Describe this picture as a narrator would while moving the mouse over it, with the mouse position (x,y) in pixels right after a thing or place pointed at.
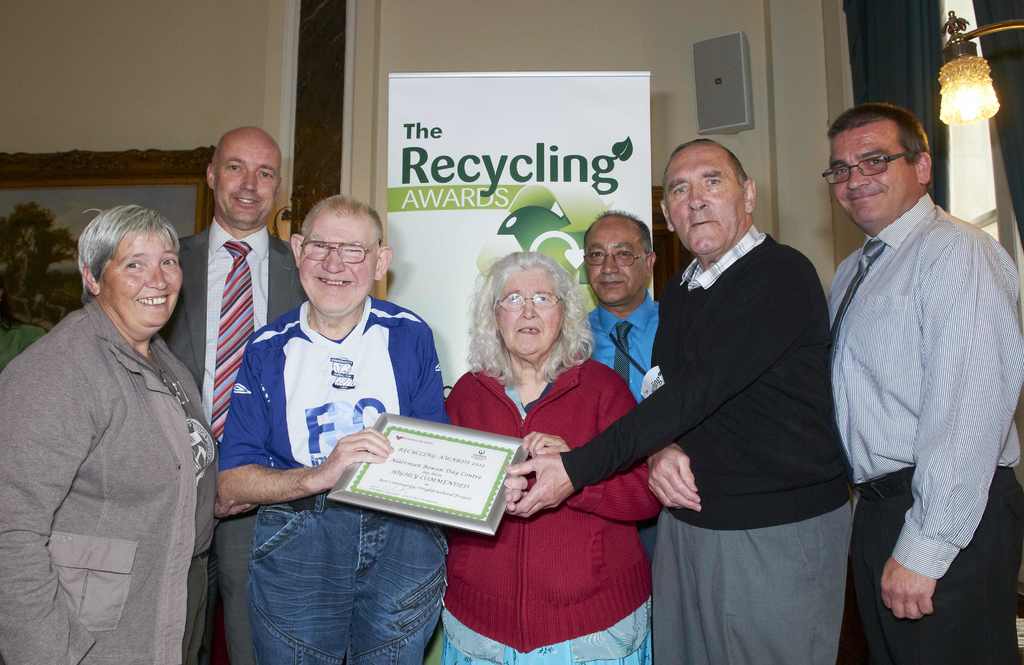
In this picture we can see a group of people (305,411) standing and some people (332,502) holding a certificate (383,493). Behind the people (385,448), there is a banner (452,234) and there is photo frame (85,216) and an object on the wall (450,40). At the top right corner of the image (948,82), there is light (949,76).
